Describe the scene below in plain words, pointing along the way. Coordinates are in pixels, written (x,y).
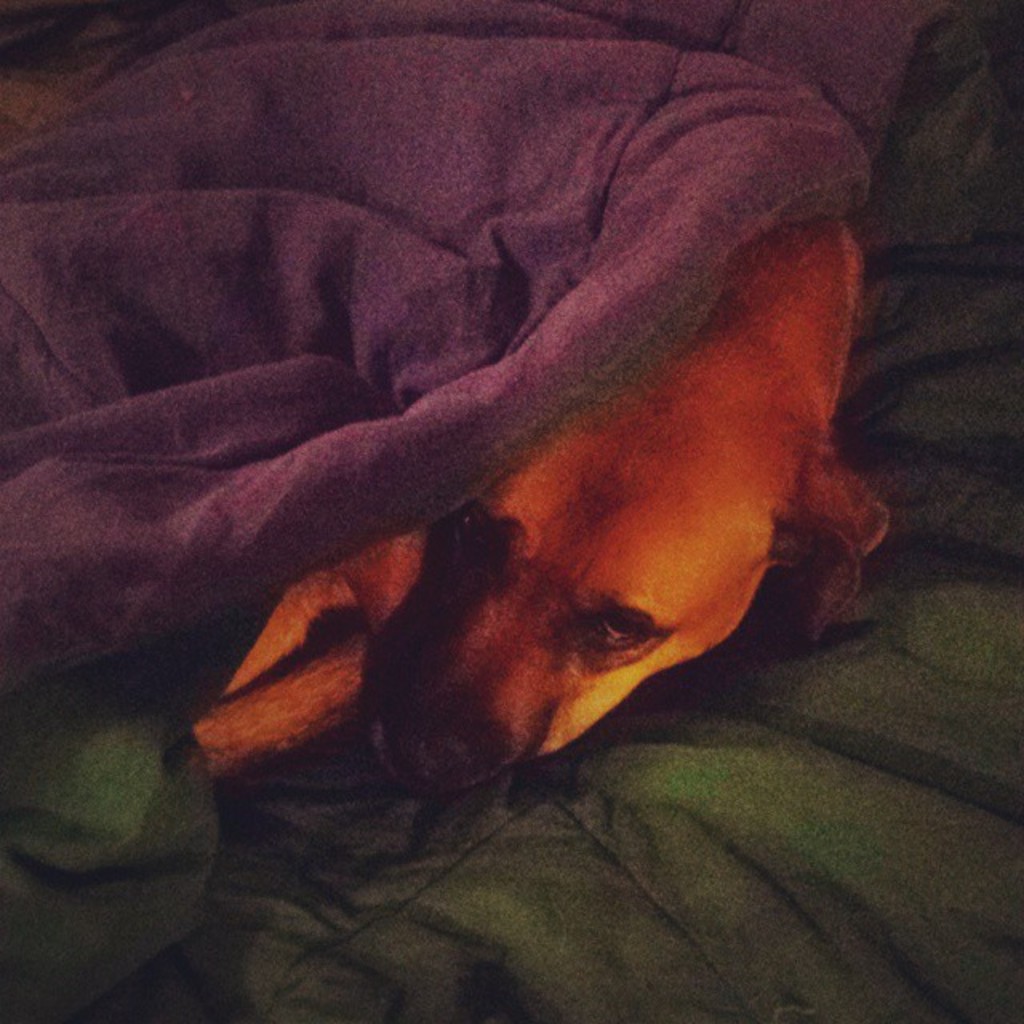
In this image I can see few clothes (547,388) and between it I can see a dog (275,613).
